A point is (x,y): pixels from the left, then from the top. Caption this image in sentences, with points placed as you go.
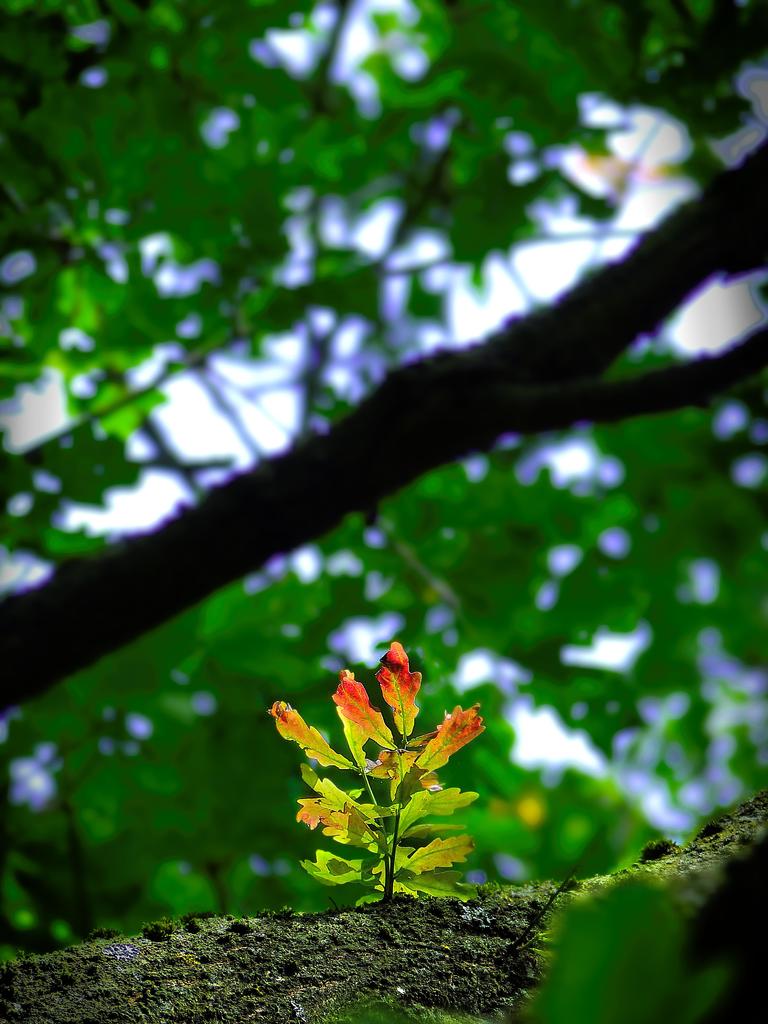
In this image there is a plant (371,795) on the ground (350,943). Behind it there is a tree (222,510). Behind the tree (133,112) there is the sky (181,399). The background (205,737) is blurry.
